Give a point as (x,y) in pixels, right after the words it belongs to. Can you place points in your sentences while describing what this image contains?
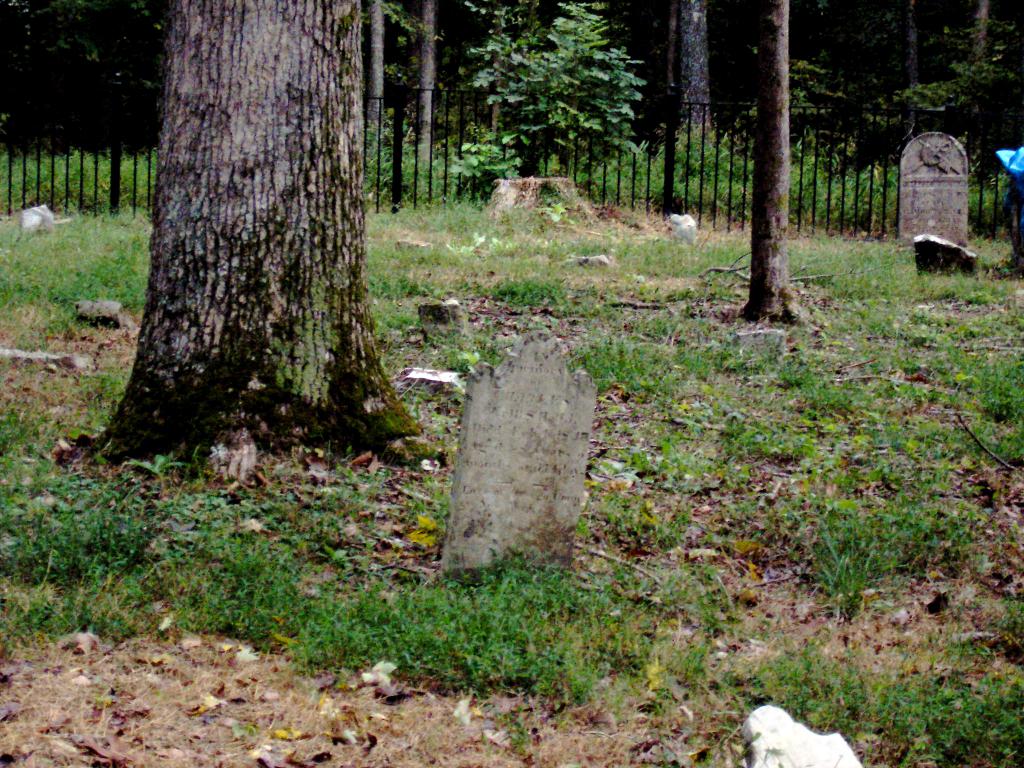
In this picture we can see grass (382,592), gravestones (967,203), fence (888,156) and trees (552,104).
